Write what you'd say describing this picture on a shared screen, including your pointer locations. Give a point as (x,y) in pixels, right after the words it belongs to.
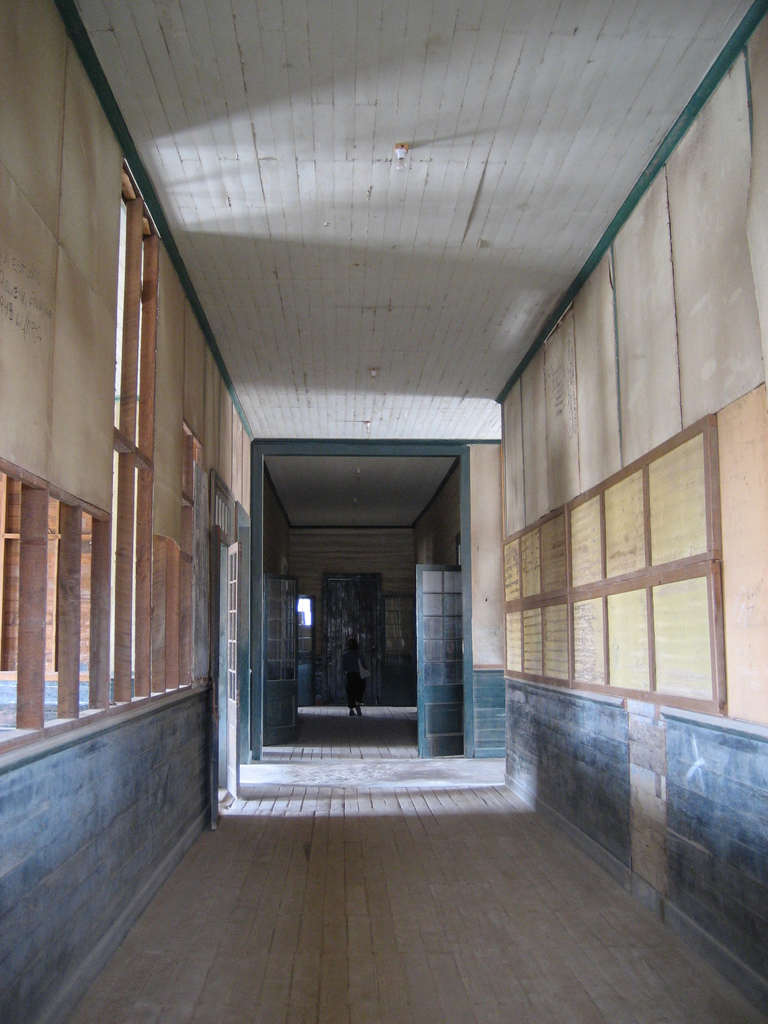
In this image I can see the inner part of the building (260,708). To the wall (620,771) I can see many boards (599,649). In the top (425,222) I can see the roof (425,222). I can also see the person (350,714) in the back (347,691).
